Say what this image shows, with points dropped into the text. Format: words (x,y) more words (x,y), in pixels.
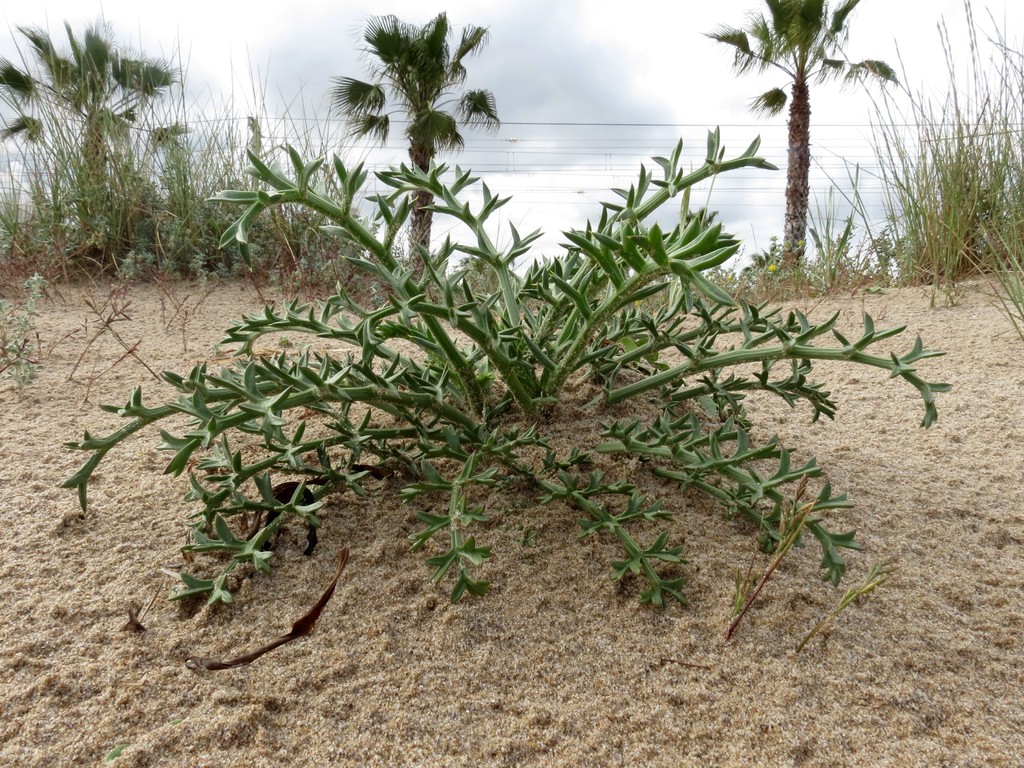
In the center of the image (480,309) there is a plant (472,579). At the bottom of the image (420,681) there is a sand (573,671). In the background of the image (644,66) there are trees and sky (676,84).
